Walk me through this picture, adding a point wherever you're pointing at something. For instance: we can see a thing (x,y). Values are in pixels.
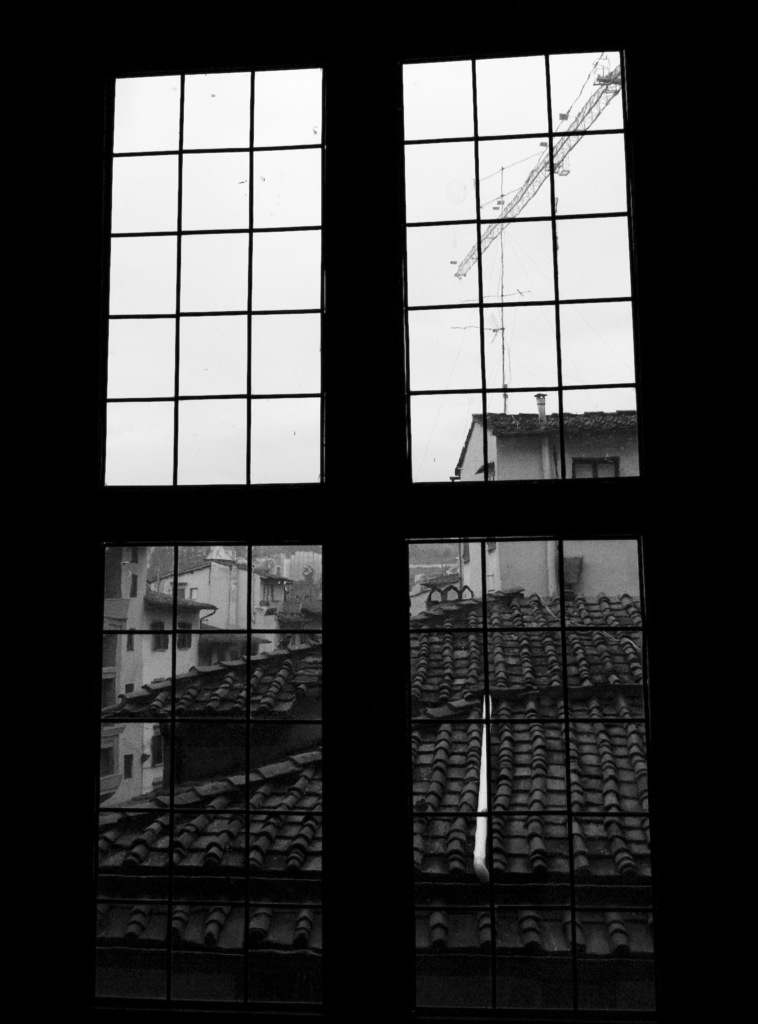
In the foreground of this black and white image, there is a window (335,749) and through the window (334,739), we can see houses (259,732), sky (317,190) and it seems like a crane (542,166) at the top (545,177).
